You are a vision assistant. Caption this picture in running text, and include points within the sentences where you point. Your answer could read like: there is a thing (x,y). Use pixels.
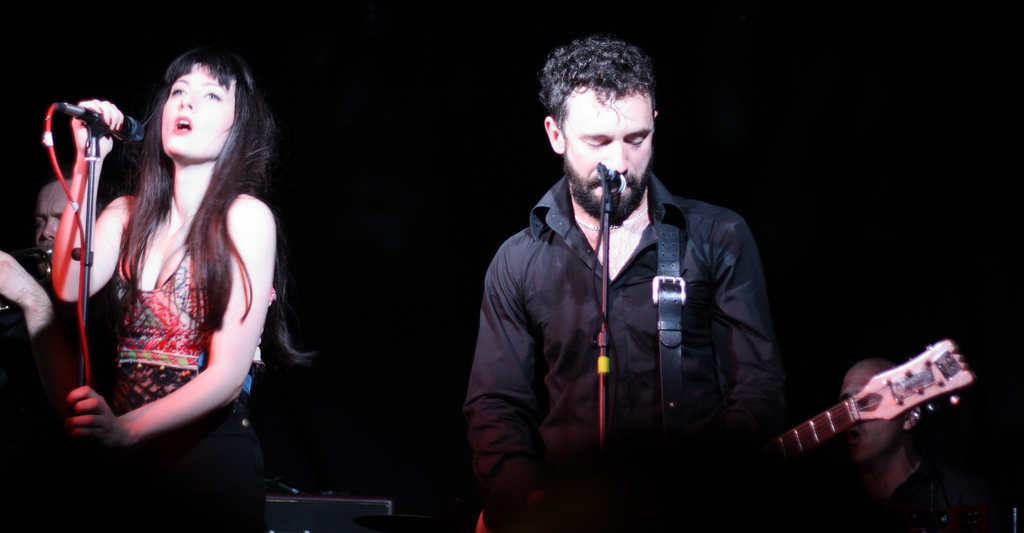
in this image it could be 3 persons (144,359) they are singing the song and one person (549,420) he is playing the guitar (792,438) and the woman (255,271) she is wearing the black pant (244,417) and red shirt (170,343) and the another person (518,340) he is wearing the black shirt (564,334) and pant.
